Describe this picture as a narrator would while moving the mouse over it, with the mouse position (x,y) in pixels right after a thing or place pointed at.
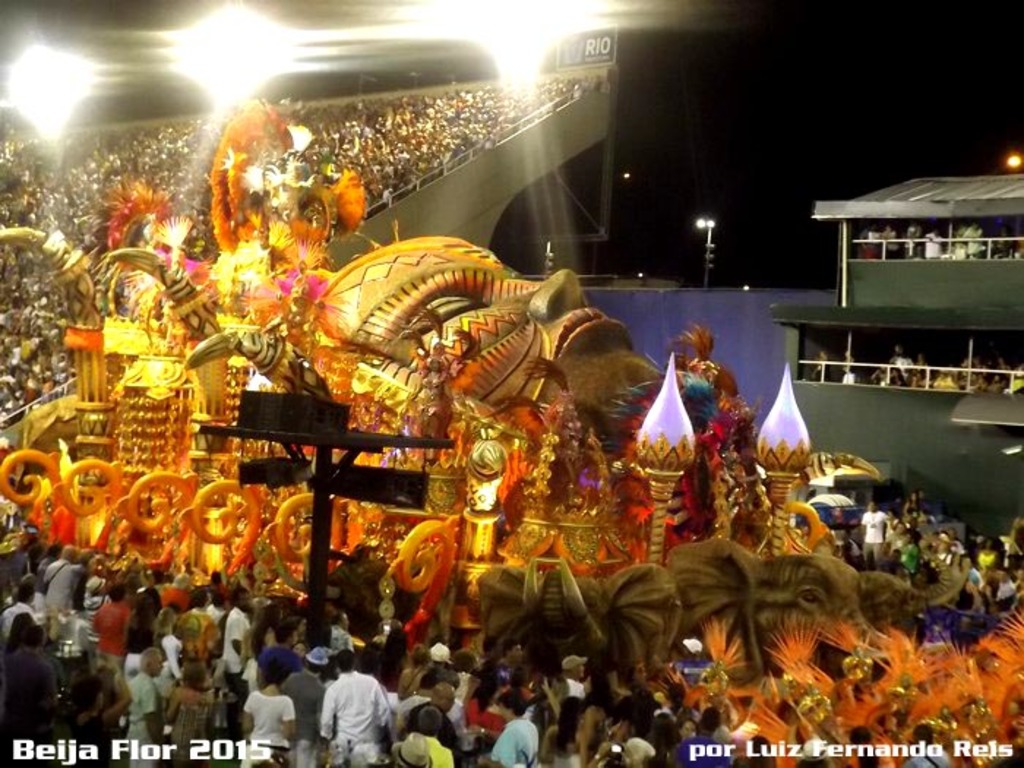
In this picture, we see a hummingbird parade carnival (478,430). At the bottom of the picture (317,649), we see people (317,649) are standing. In the right bottom of the picture (812,633), we see people (815,715) wearing costumes (805,720) are dancing. On the right side (902,305), we see buildings (926,311) and people (921,363) are standing beside the railing (947,391). In the background (413,150), we see the crowd (422,159) and we even see the lights (63,58).
